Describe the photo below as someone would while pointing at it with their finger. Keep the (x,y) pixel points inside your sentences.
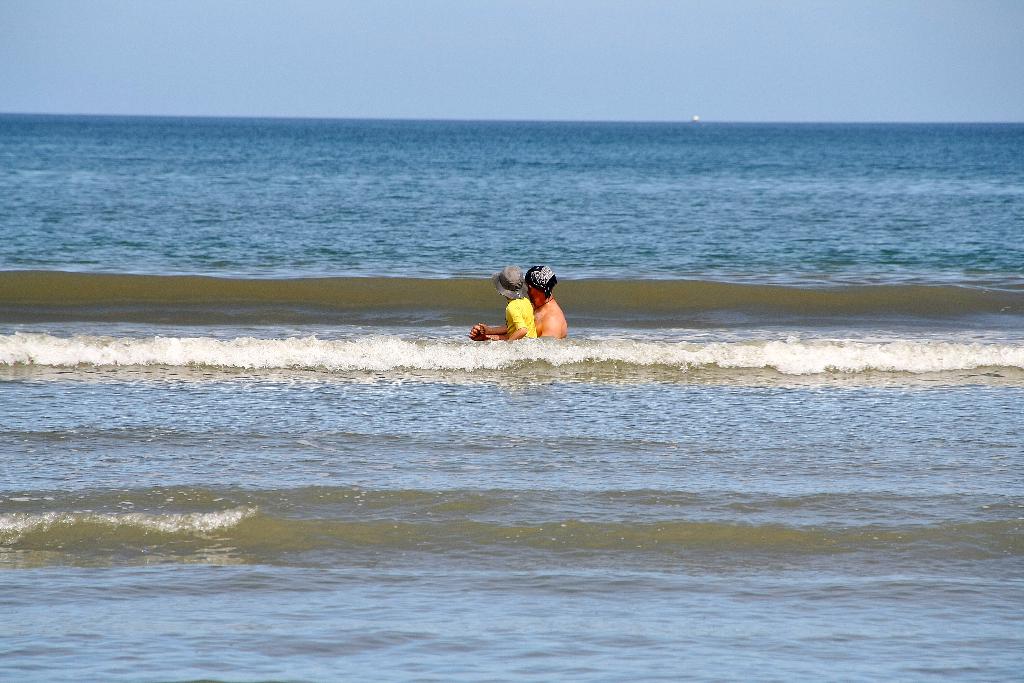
There are two persons (520,320) in the water (524,342). Both are wearing caps (520,275). In the background (501,203) there is water (631,163) and sky (419,63).
